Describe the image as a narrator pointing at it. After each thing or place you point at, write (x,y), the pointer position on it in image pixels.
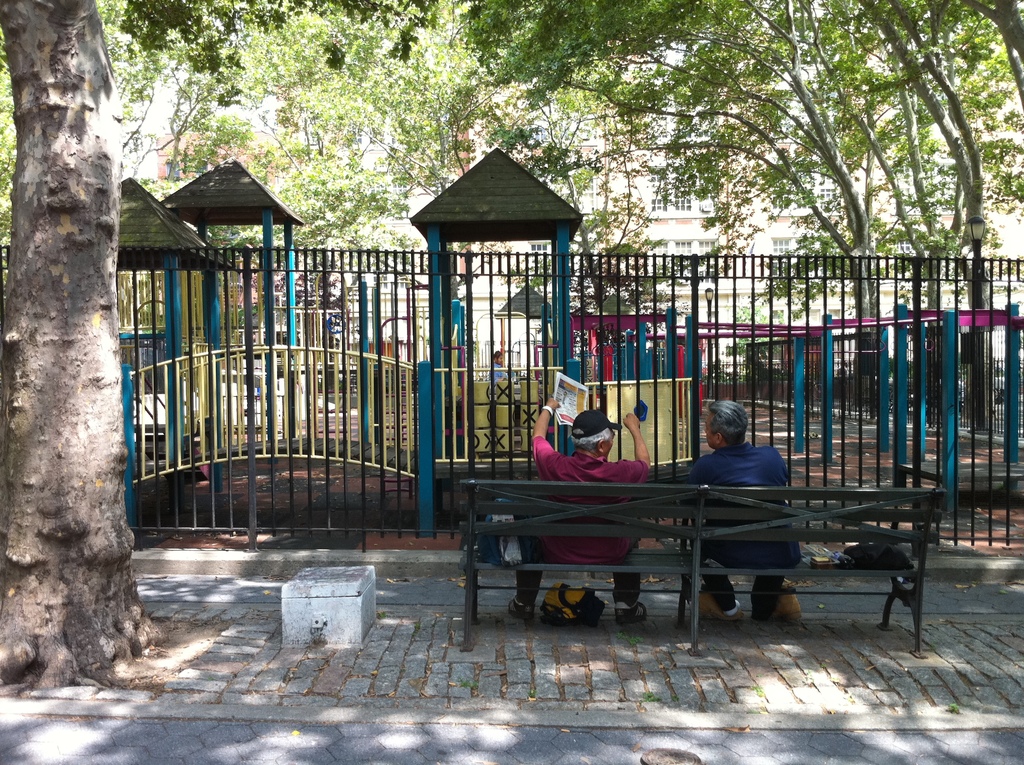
In this image we can see two persons (582,430) sitting on the bench (478,563), one of them is holding papers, there are trees (62,499), railing (546,378), a house (651,260), also we can see some wooden huts (507,183).
